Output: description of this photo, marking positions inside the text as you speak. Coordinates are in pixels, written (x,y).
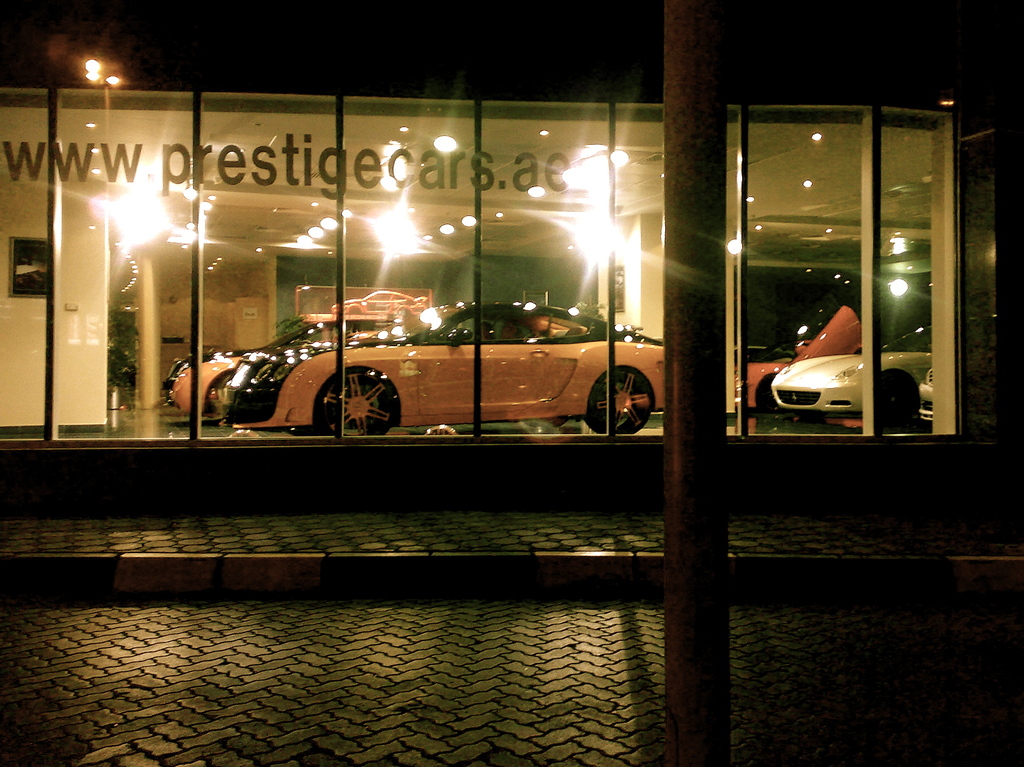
In the foreground of this dark image, there is pavement (586,626) and a pole (682,549). In the background (316,355), there are cars (490,334) and lights (603,211) to the ceiling (491,205) inside the glass (327,325).
